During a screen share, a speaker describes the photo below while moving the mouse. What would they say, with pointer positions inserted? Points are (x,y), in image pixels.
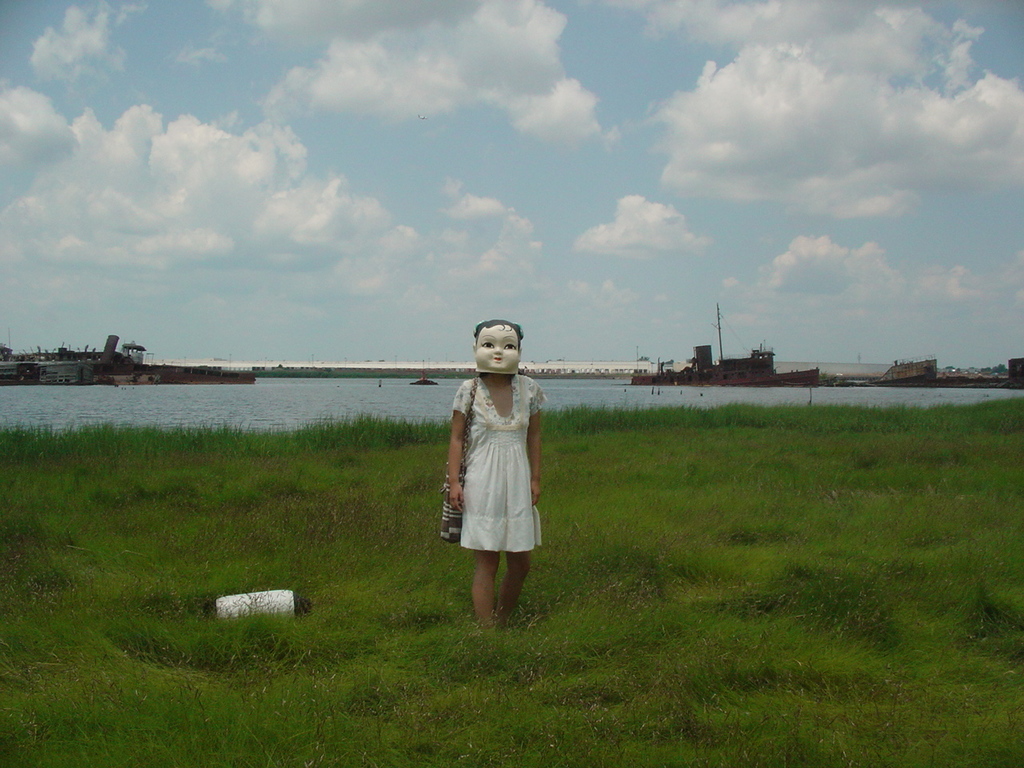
In this picture we can see a woman (484,451) wearing a mask (488,366) and standing in a grass (399,591), behind we can see some ships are in the water (364,395).
